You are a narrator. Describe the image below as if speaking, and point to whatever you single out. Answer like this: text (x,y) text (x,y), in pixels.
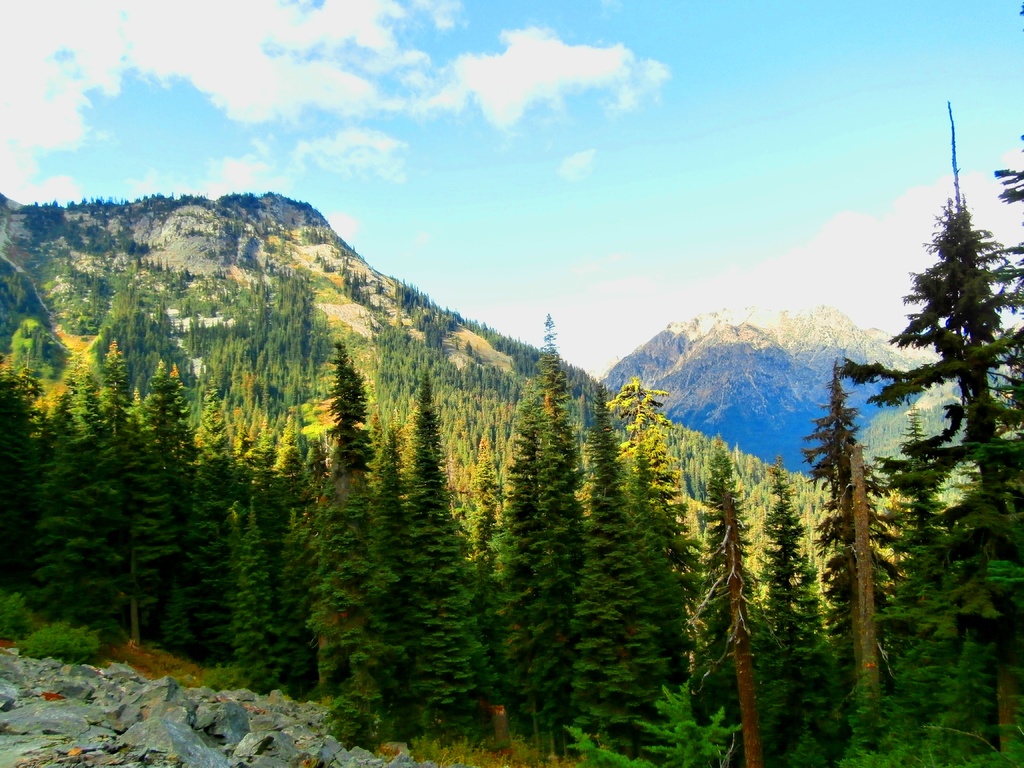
As we can see in the image there are clouds (284,107) in the sky (536,127) and there is a rock hill (225,236) which is covered with trees (511,605) all around. Beside it there is a mountain (769,351) and over here there are stones (137,700).
